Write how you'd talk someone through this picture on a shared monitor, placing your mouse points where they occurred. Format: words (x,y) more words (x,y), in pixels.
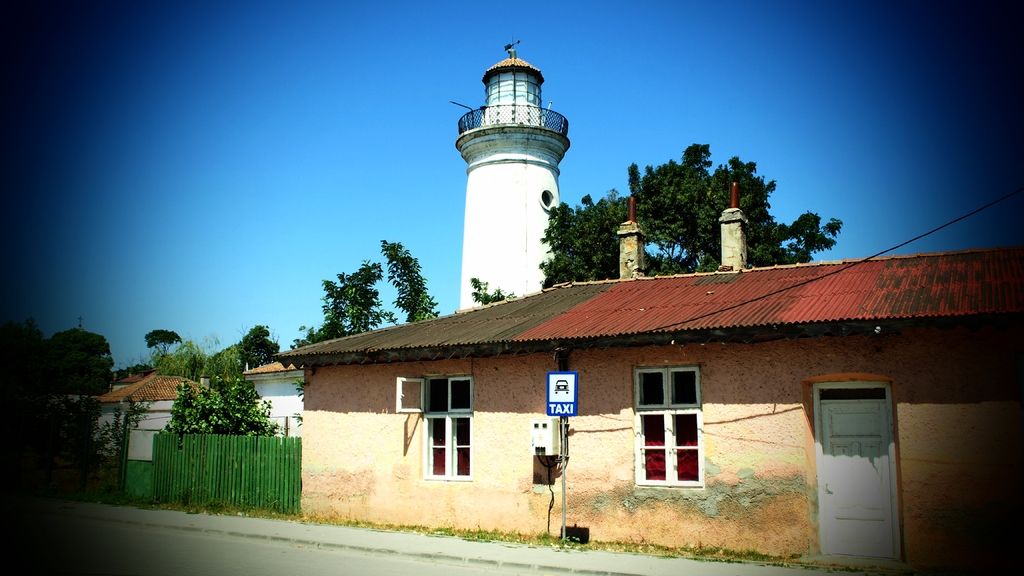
In this picture we can see houses (414,356), trees (198,428), a tower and fence (193,472). At the top of the image (52,49), there is the sky (8,54). At the bottom of the image (331,558), there is a road (293,563).
